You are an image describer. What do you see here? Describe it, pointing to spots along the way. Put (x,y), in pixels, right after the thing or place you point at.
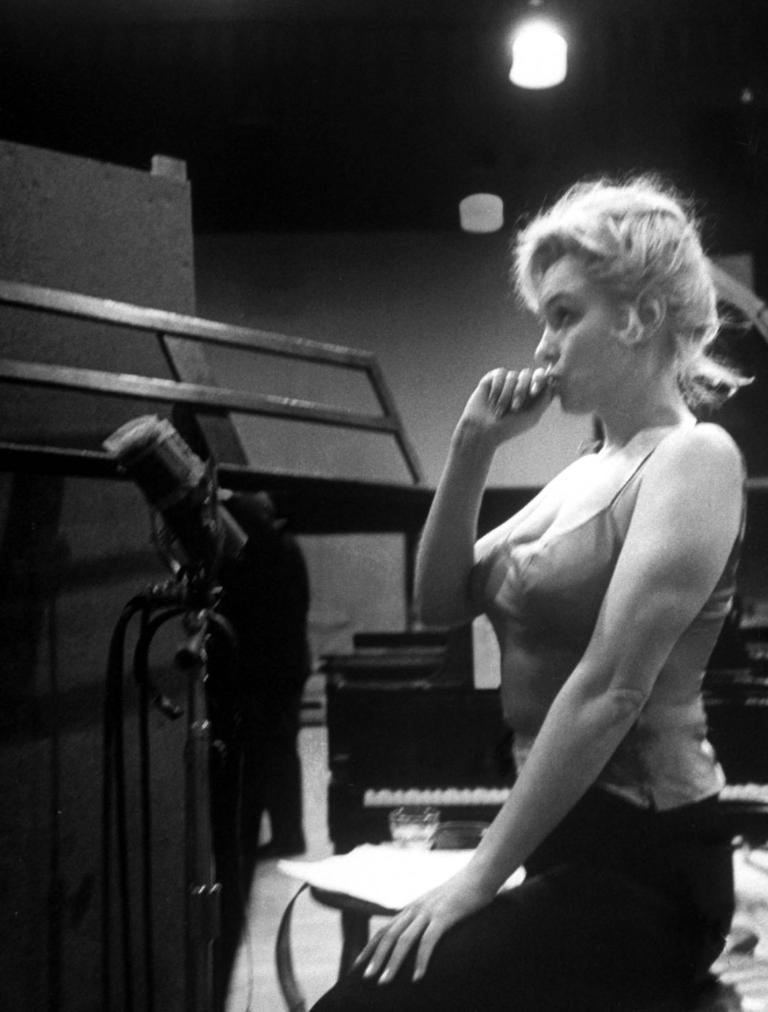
In the foreground of this image (698,550), there is a woman (626,678) sitting on the right of this image (625,615). On the left (213,618), there is a mic (200,544), a stand (200,579) and an object (150,252) behind it. In the background (291,581), there is a person (294,656), musical instrument (447,708) and lights (546,78) at the top (515,75).
